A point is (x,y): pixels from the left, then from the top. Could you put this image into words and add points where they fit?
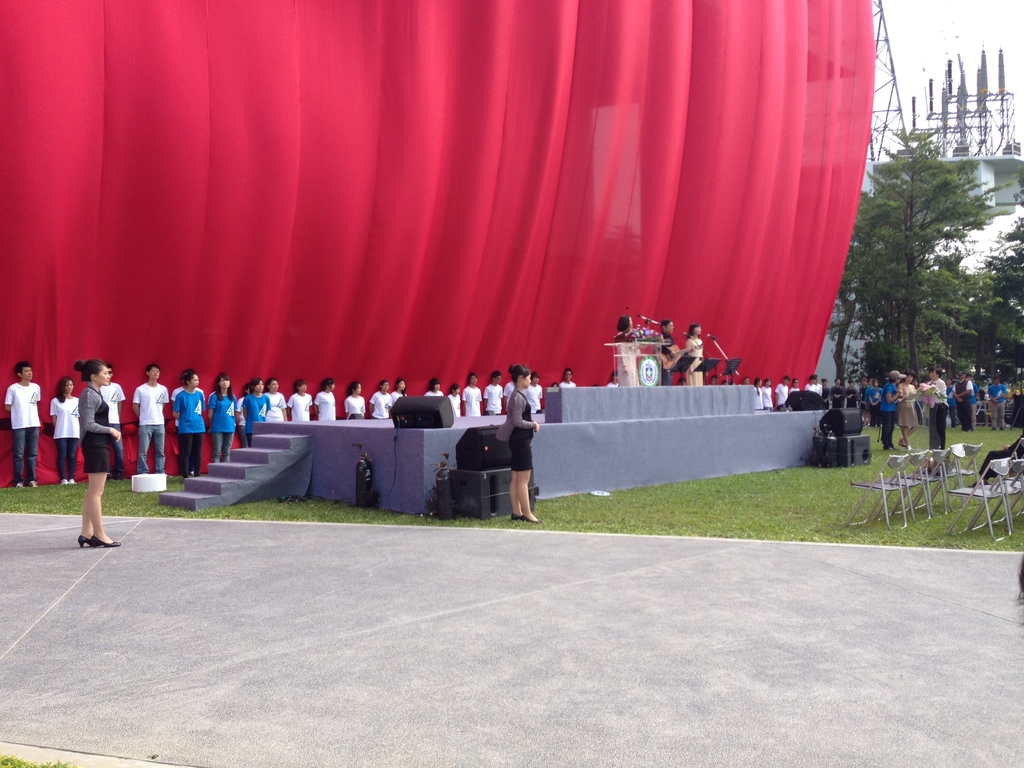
In this image we can see many people (875,418) standing. There is a stage (549,428). Near to the stage (318,445) there are steps (239,469). On the stage (333,447) there are speakers (402,407). On the stage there is a podium (636,364). Few people (666,332) are standing. There are mics (644,316) with stands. Near to the stage (537,450) there are speakers (850,454). On the ground (822,510) there is grass (801,502). Also there are chairs (954,477). In the back (773,365) there is a red cloth (546,227). And there are trees (927,283).
